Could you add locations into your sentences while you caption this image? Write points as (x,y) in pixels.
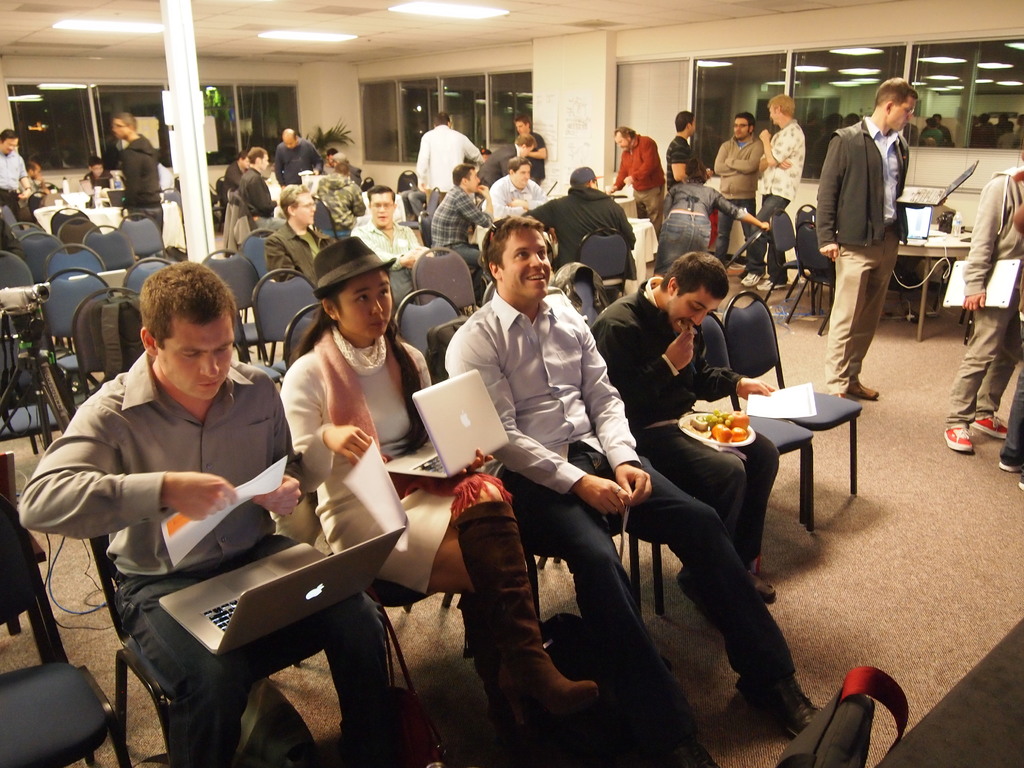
In this image there are tables (628,198) and chairs (240,258). There are people (322,332) sitting on the chairs (223,198). The people (501,345) are holding laptops (461,457) and papers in their hands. In the center (670,369) there is a man (714,470) holding a plate (687,419) in his hand (672,359). In the background (570,88) there is a wall (652,55). There are glass windows (826,73) to the wall (127,73). There are lights (278,33) to the ceiling (466,0).
